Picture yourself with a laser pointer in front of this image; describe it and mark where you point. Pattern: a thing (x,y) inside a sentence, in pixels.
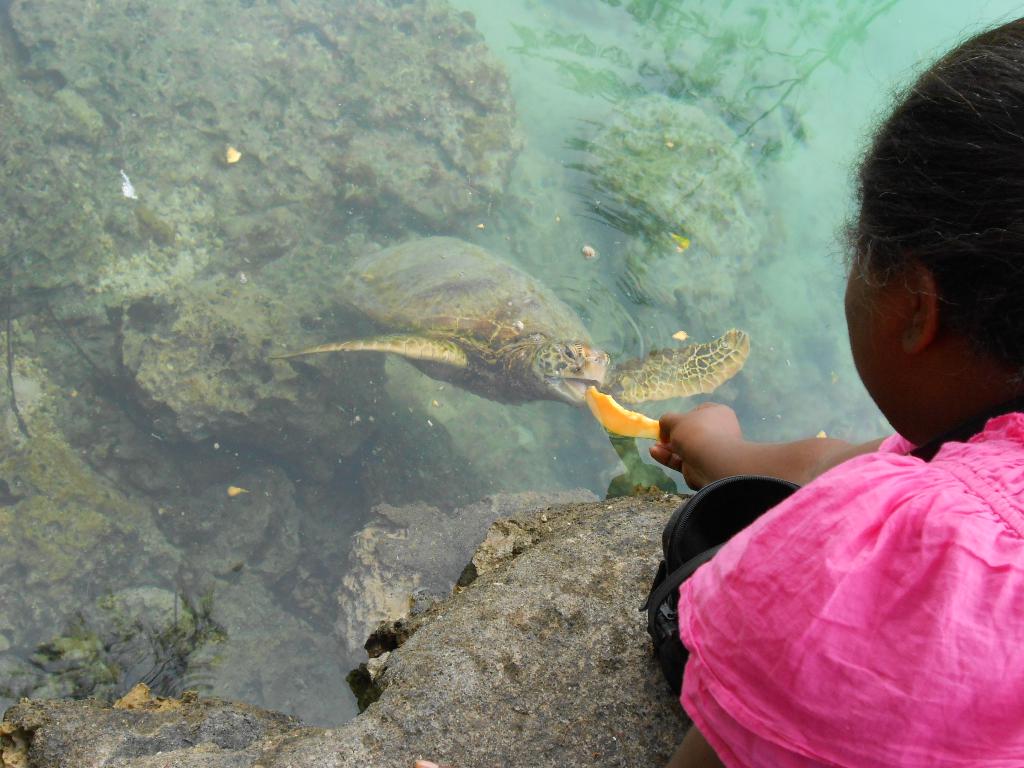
This is the turtle (504,379) in the water (485,243). These are the rocks (353,617). I can see a person (701,483) holding a piece of fruit (616,418). She is feeding the turtle (511,374).
